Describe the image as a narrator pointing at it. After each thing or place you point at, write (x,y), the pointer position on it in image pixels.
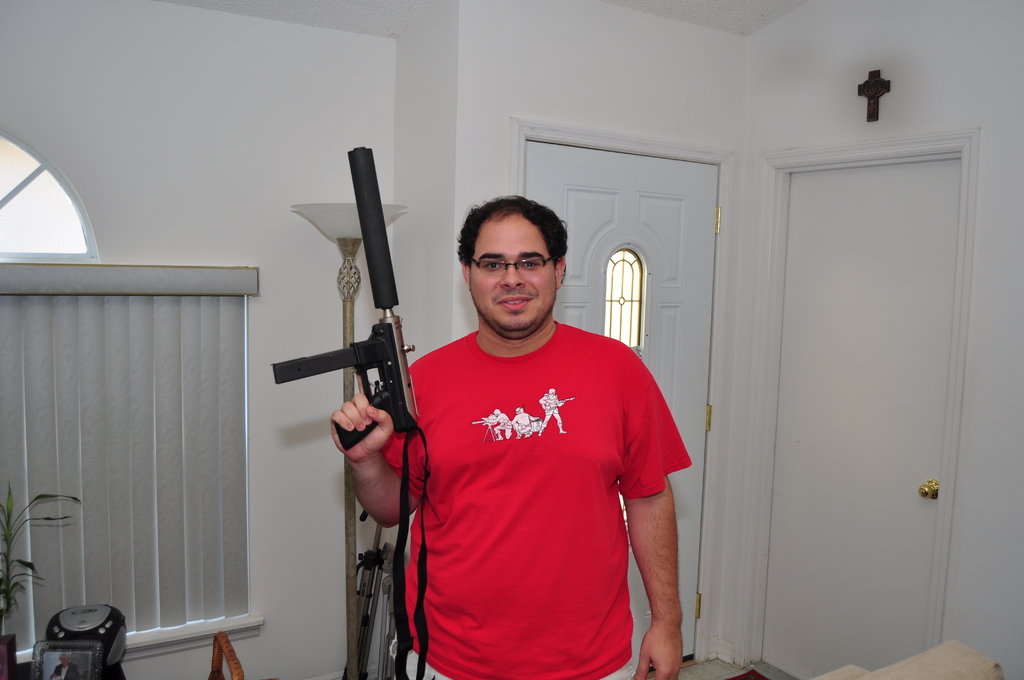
In this image I can see a person (544,309) standing. He is wearing red dress (556,482) and holding gun (390,323). I can see a white color door (637,311) and some objects (44,667) on floor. The wall (284,207) is in white color.
